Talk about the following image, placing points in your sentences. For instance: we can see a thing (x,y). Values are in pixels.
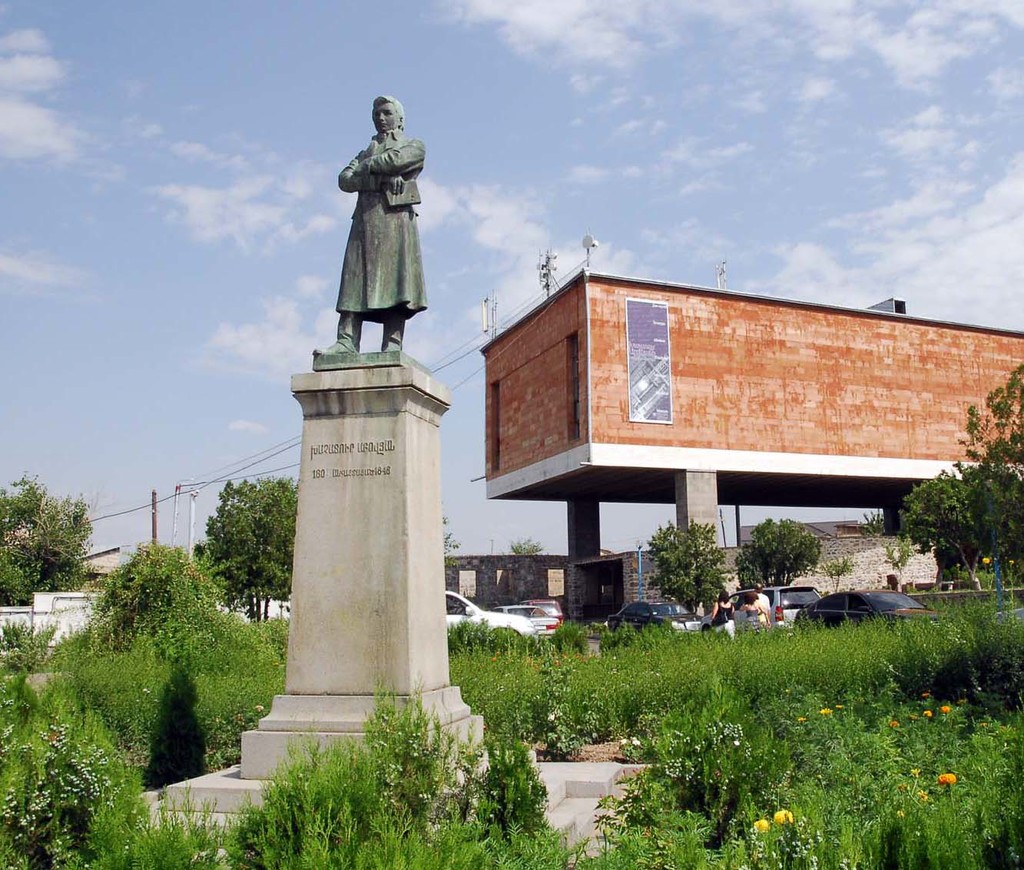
In this image I can see few plants (835,789) which are green in color and few flowers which are orange and yellow in color. I can see a statue (415,292) which is green and black in color. In the background (185,424) I can see few vehicles (537,619) on the ground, few trees (782,584), a building (765,372), few antennas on the building (549,310), the sky (614,226) and few poles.
